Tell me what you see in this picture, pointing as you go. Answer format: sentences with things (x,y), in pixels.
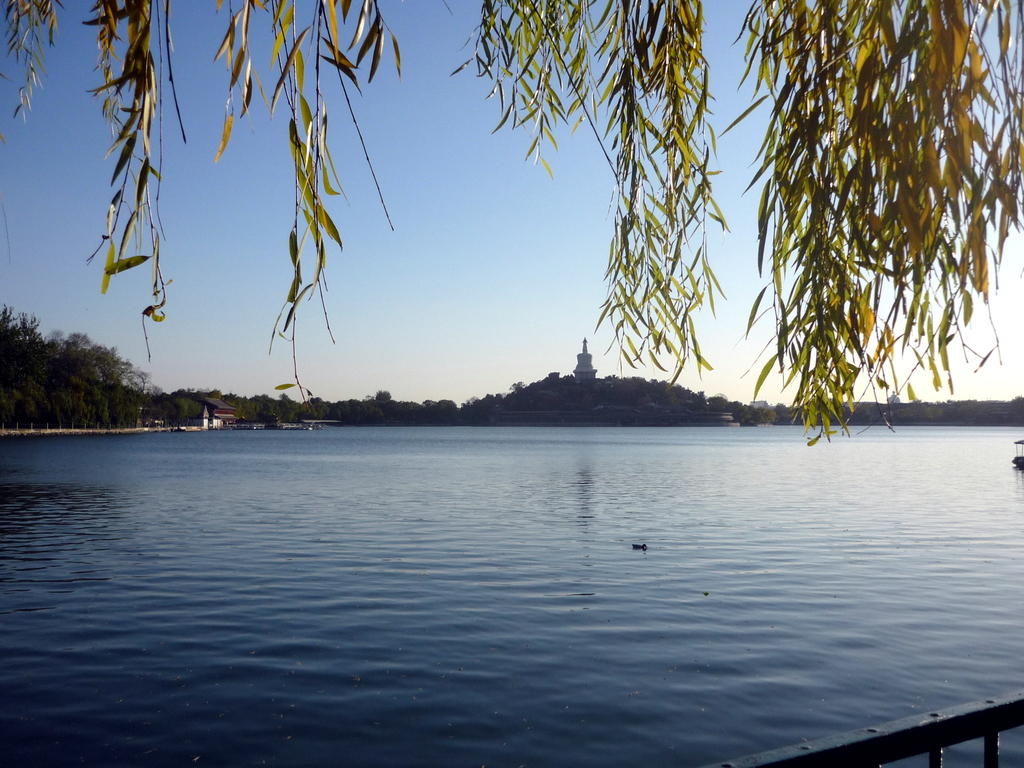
In the center of the image (564,479) there is water (401,478). There are trees (83,359). At the top of the image (586,38) there are leaves (907,163).
